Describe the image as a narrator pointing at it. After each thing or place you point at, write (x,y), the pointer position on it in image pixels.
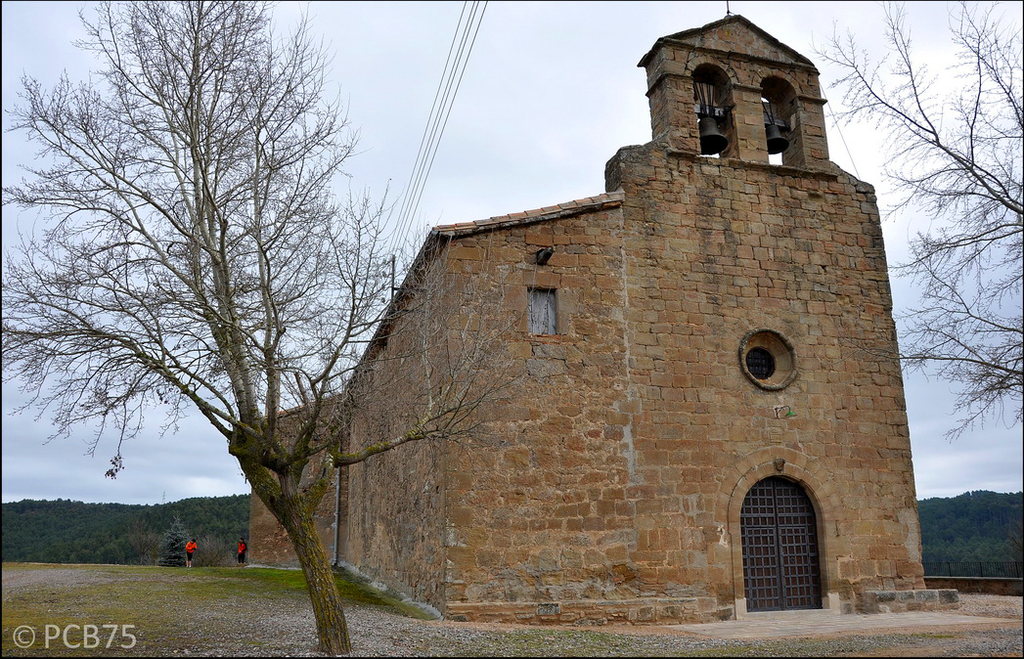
In this image we can see a building (692,393) which is having two bells (711,135), a window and an entrance door (787,554). There are many trees (200,561) in the image. There are two persons (190,553) in the image.
